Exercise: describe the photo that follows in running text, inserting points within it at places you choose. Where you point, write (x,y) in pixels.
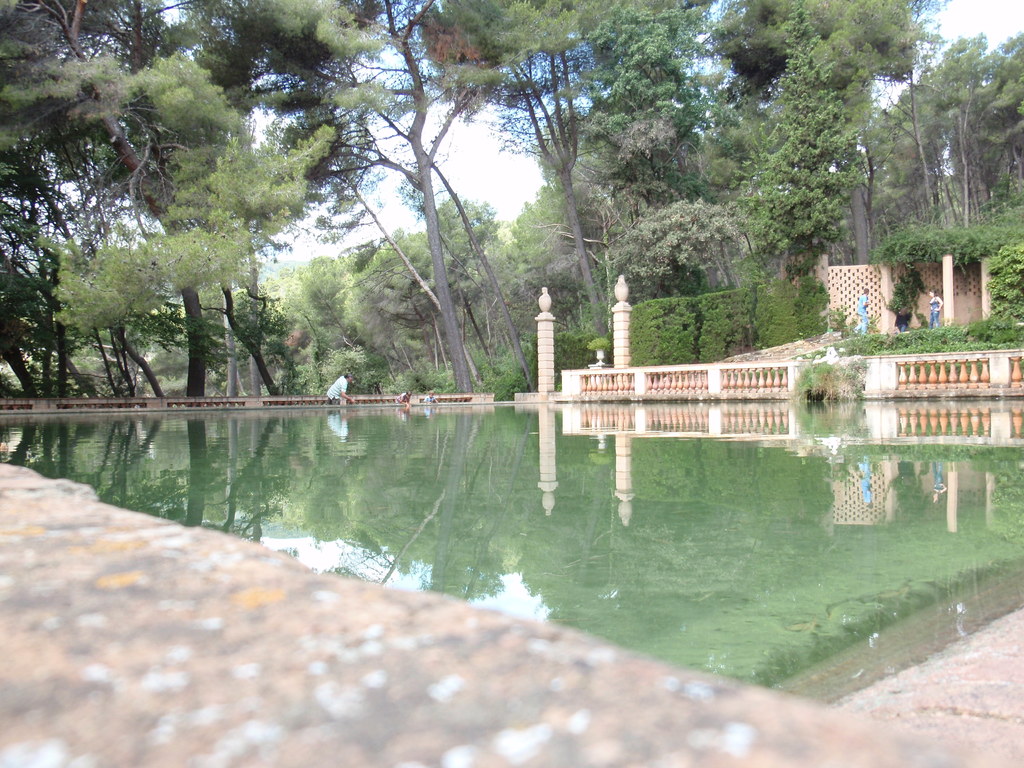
In this image at the bottom (852,644) there is one lake (427,561) and a wall (415,664). And in the background (605,396) there is a building (894,325), railing (1023,389), poles (544,356) and some persons (343,388) and trees (384,235).
